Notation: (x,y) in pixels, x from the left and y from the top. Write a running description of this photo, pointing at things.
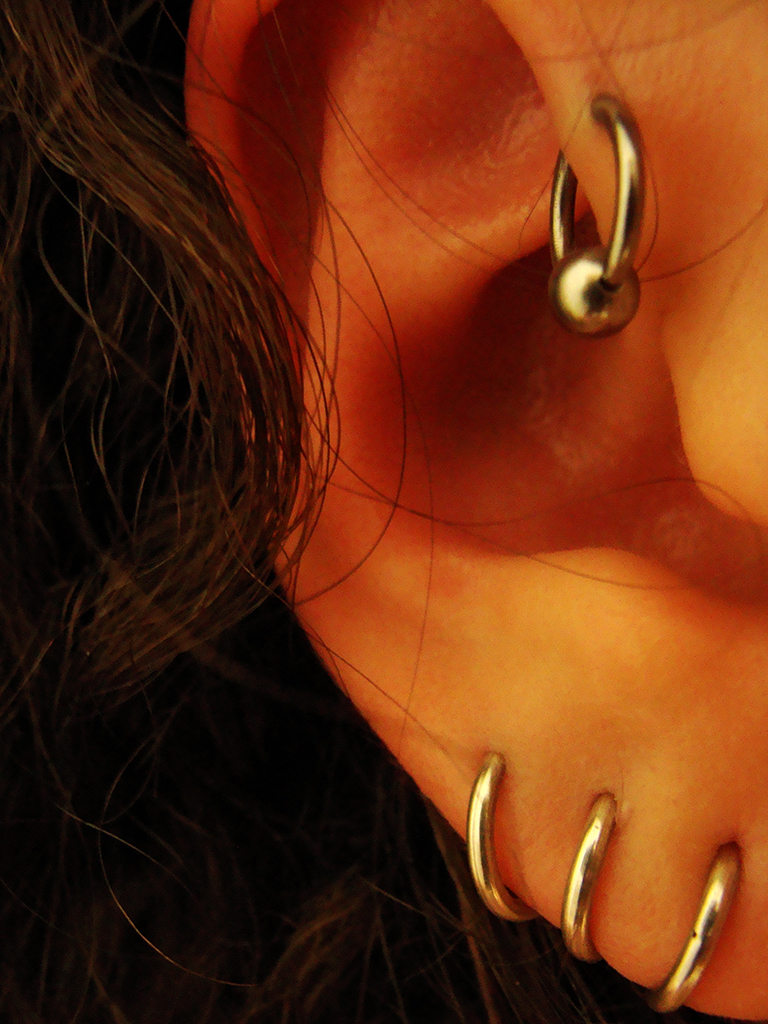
In this image we can see a person's ear (503,396) with earrings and also we can see the hair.
